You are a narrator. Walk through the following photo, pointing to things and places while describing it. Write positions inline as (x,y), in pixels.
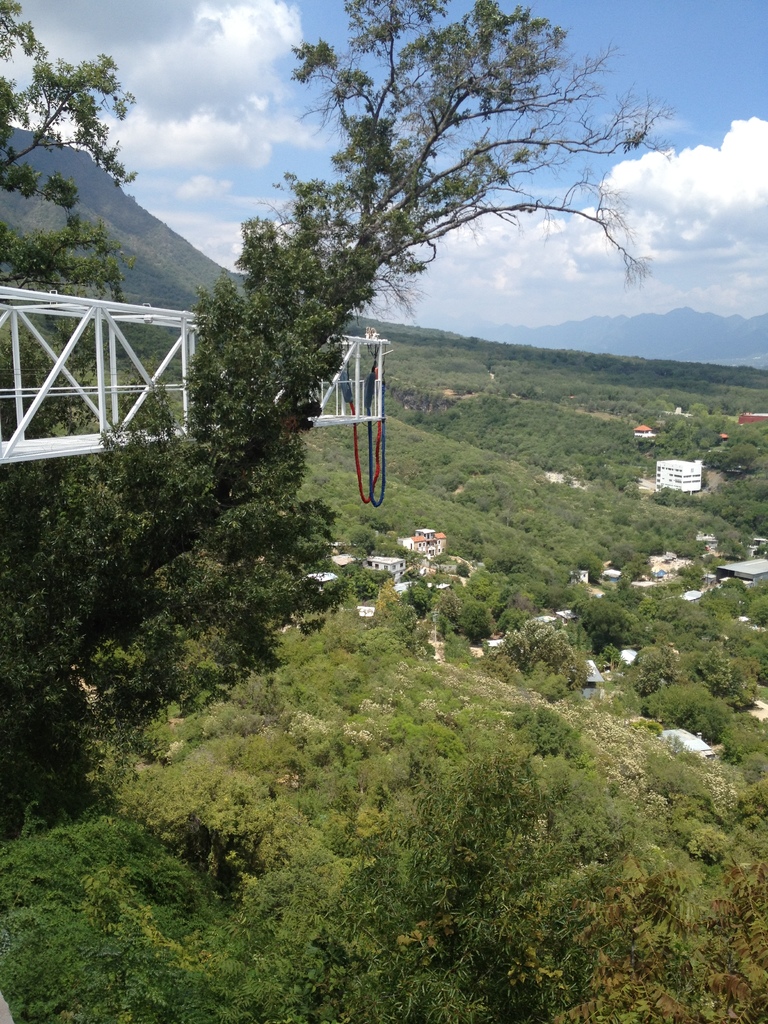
In this picture we can see trees (496,592), in the background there are some buildings (660,485), we can see metal rods (46,392) on the left side (77,380), there is the sky (215,140) at the top of the picture (219,59).
